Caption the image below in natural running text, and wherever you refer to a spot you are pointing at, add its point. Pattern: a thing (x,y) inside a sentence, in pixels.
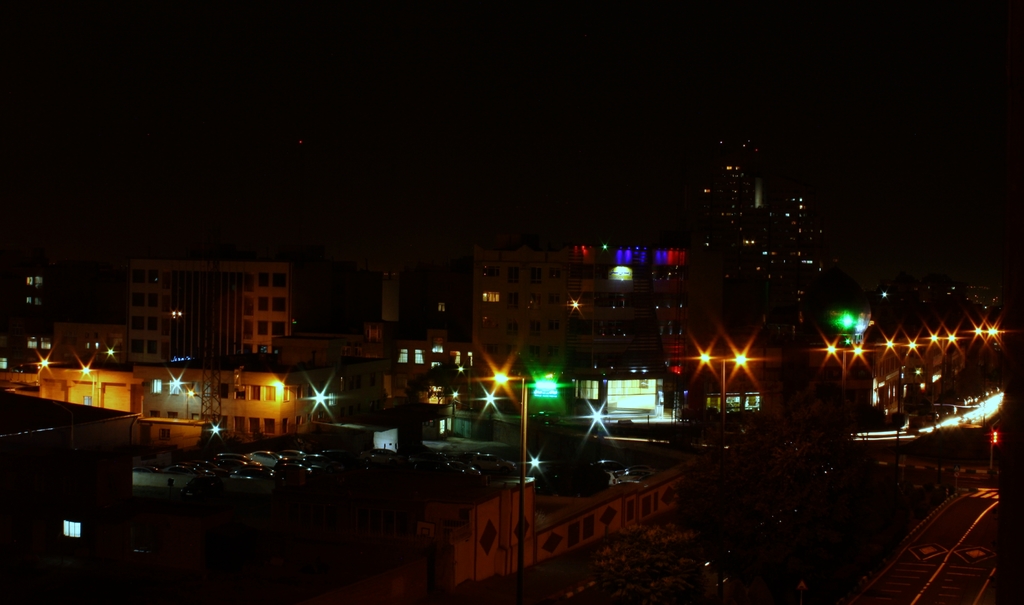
In this picture we can see some buildings (566,390) and light poles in the front (519,401). Behind we can see dark background (855,84) and sky (335,177).
